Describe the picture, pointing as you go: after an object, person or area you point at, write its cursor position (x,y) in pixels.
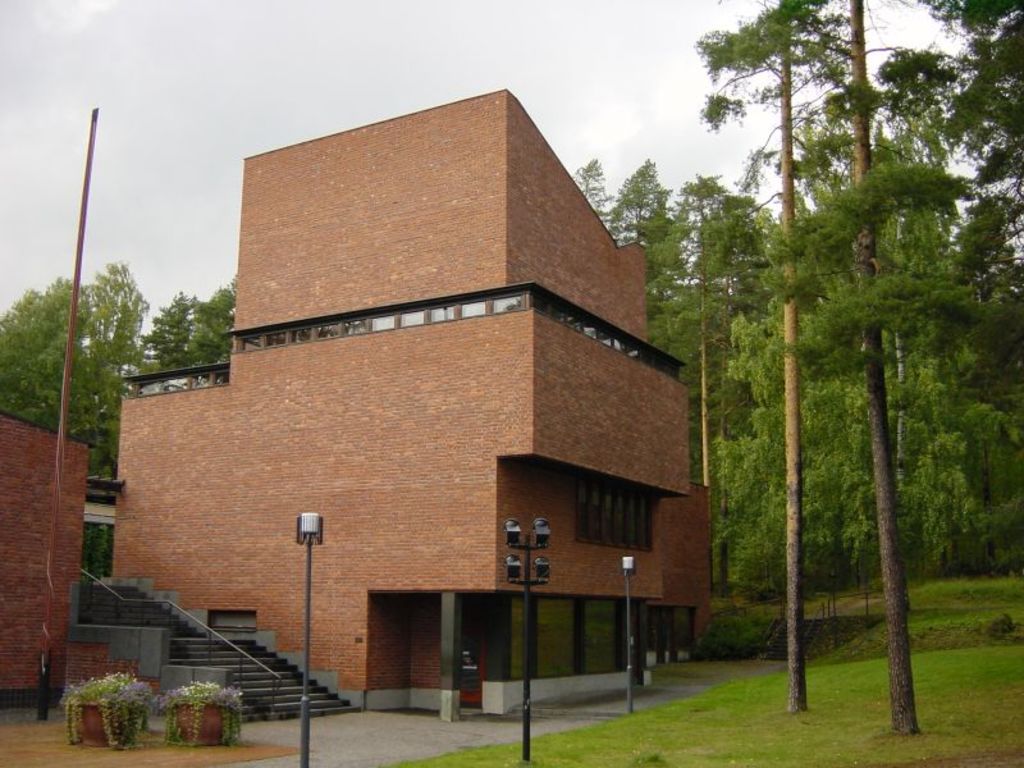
In this image I can see a building (327,445) in front of building (688,586) I can see poles (48,645), flower pot (97,713), plants (126,702) and trees (837,314), at the top I can see the sky (106,229).
